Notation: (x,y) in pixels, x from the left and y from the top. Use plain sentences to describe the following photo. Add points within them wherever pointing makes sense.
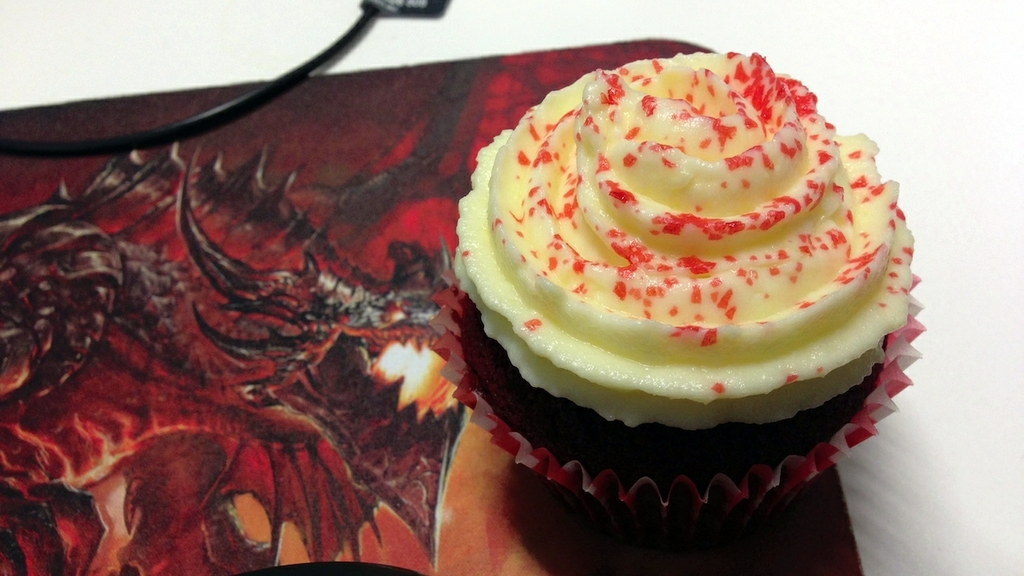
In this image, I can see a cable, cupcake (575,416) with mould paper (551,479) and there is a picture (232,427) of a dragon (272,330) on an object (163,122). There is a white background (175,26).
